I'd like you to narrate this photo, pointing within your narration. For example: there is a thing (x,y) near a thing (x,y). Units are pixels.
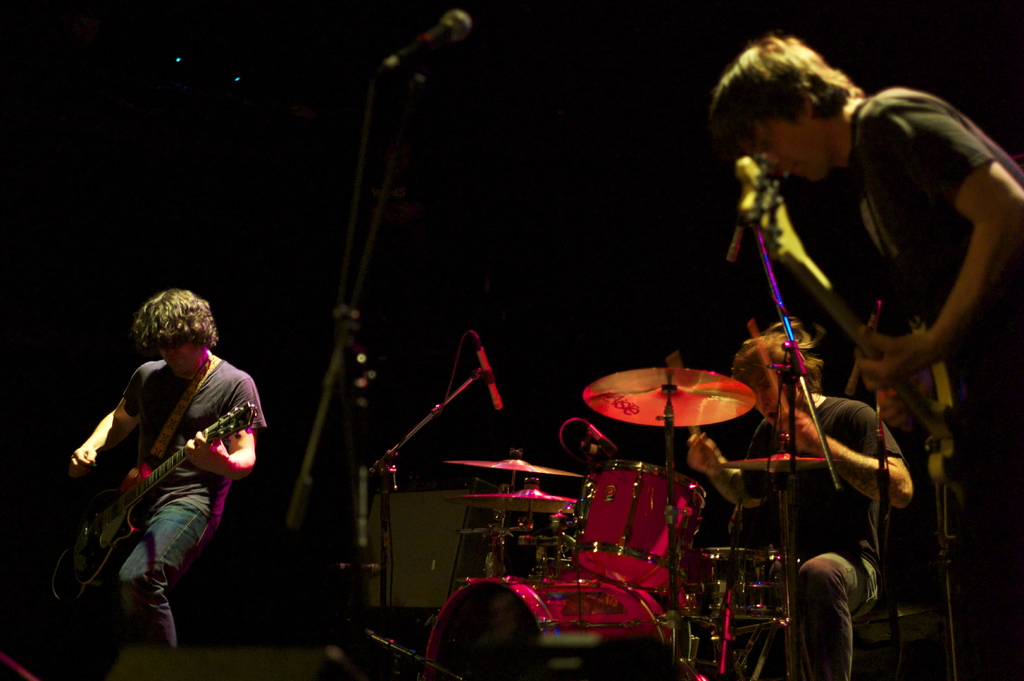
On the right side of the image (968,275) a man (854,91) is standing and holding a guitar (843,305) on his hand (913,345) and playing, beside him a man (797,421) is sitting and playing the drums (768,563). On the left side of the image (159,439) a man (159,492) is carrying a guitar (96,533). In the middle of the image (470,332) a mic (421,48) and band (566,554) are present.
